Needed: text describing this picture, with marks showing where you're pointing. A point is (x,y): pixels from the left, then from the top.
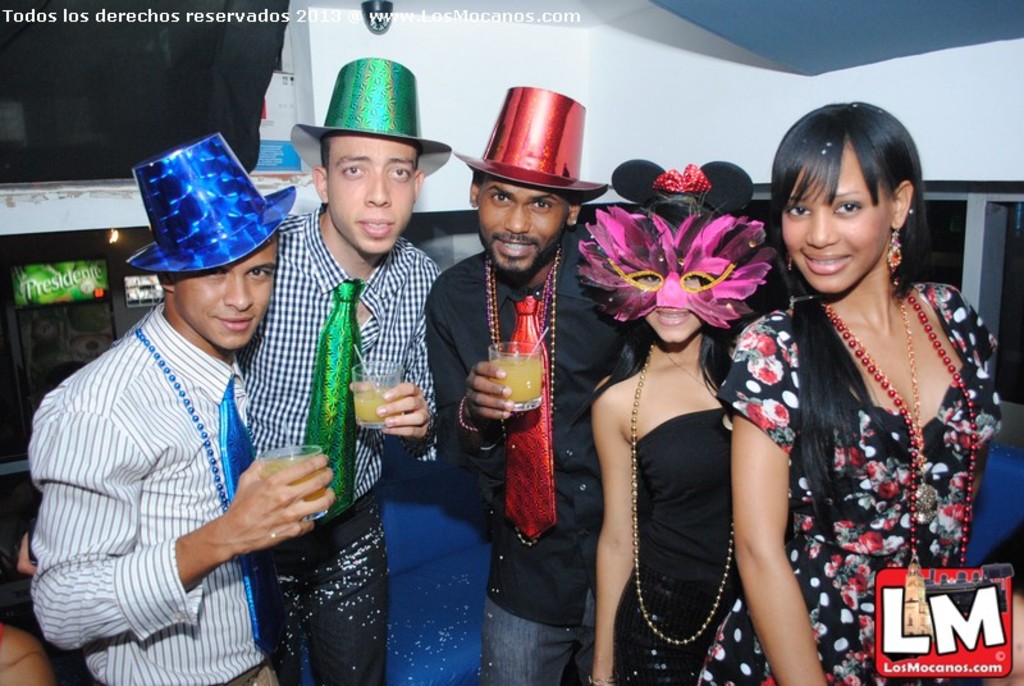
In this image we can see many people (501,469) standing. Few are holding glasses (505,360) with juice (508,379). And some are wearing hats (504,132). And one lady (667,267) is wearing a mask (710,255). In the back (534,63) there is a wall (553,65). At the top (192,18) something is written. In the right bottom corner (943,623) there is a watermark (920,626).
